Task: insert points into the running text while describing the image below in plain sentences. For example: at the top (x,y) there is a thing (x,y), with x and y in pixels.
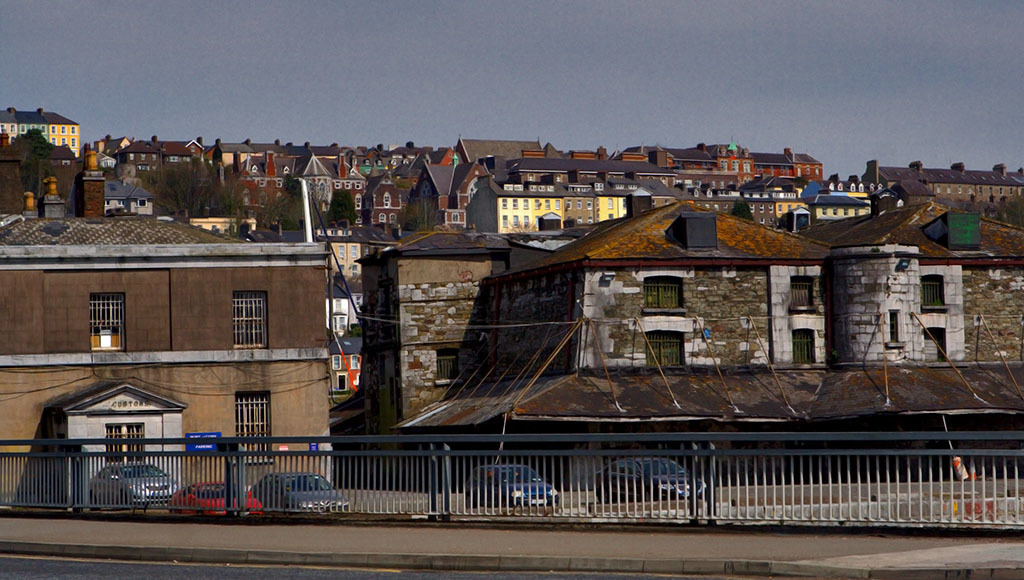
In this image, we can see so many buildings (560,354), houses (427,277), trees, walls (15,292), windows (933,305), vehicles (120,499), grills (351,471), and railings (534,451). At the bottom of the image (511,579), there is a road (125,576). Top of the image (496,85), we can see the sky (496,85).
